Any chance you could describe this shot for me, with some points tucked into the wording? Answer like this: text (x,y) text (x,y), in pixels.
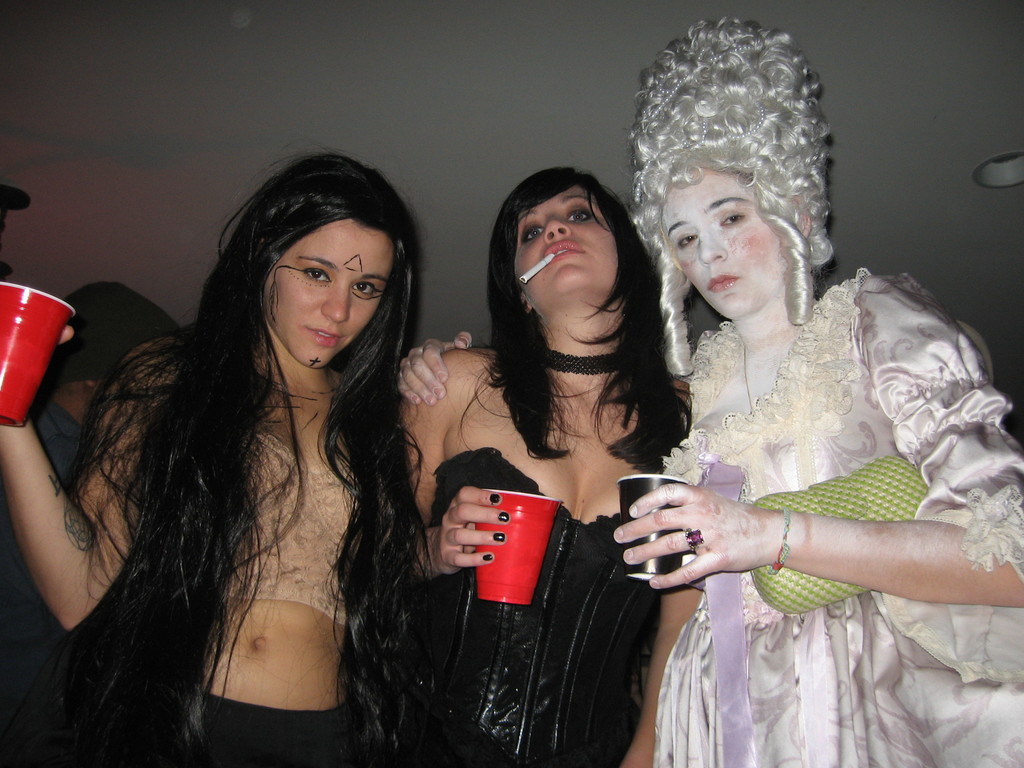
In this picture I can observe three women (376,383). All of them are holding glasses (545,547) in their hands (473,547). On the right side (727,333) I can observe a woman (765,521) wearing costume (745,482). One of the woman (595,475) is holding a cigarette (539,260) in her mouth (558,247). In the background (356,121) there is a wall (252,130).
